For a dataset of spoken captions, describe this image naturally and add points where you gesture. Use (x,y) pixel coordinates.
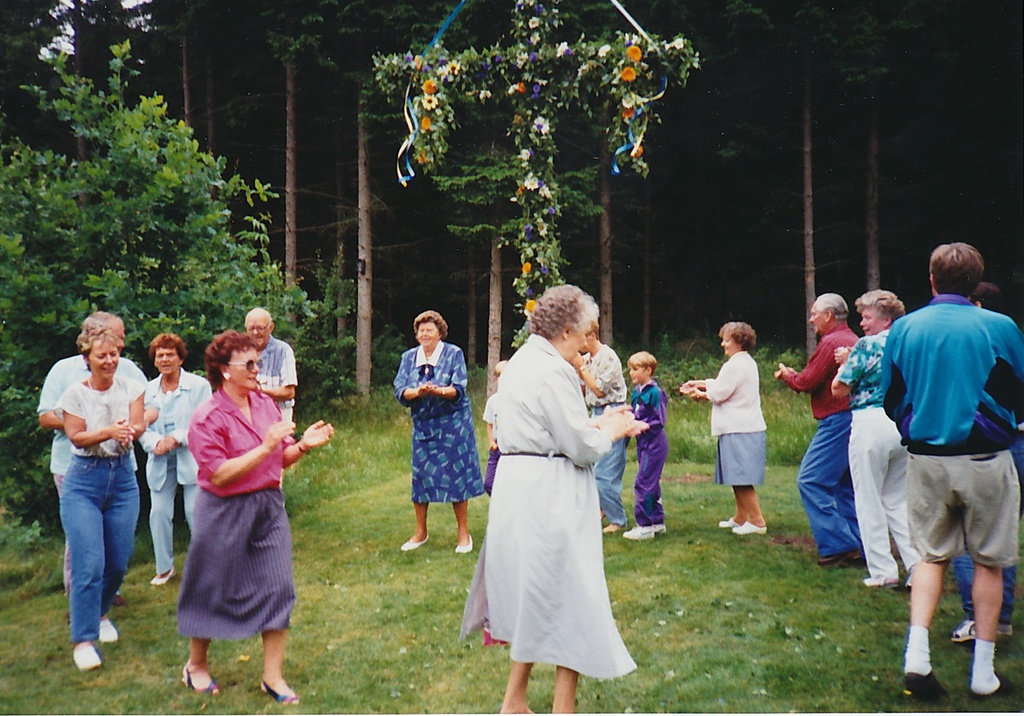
In this image we can see group of persons (492,445) wearing dress (164,422) are standing on the ground (825,644). One woman (238,561) is wearing goggles (256,366). In the background (851,147), we can see a group of trees (648,221) and the flowers (430,101).
